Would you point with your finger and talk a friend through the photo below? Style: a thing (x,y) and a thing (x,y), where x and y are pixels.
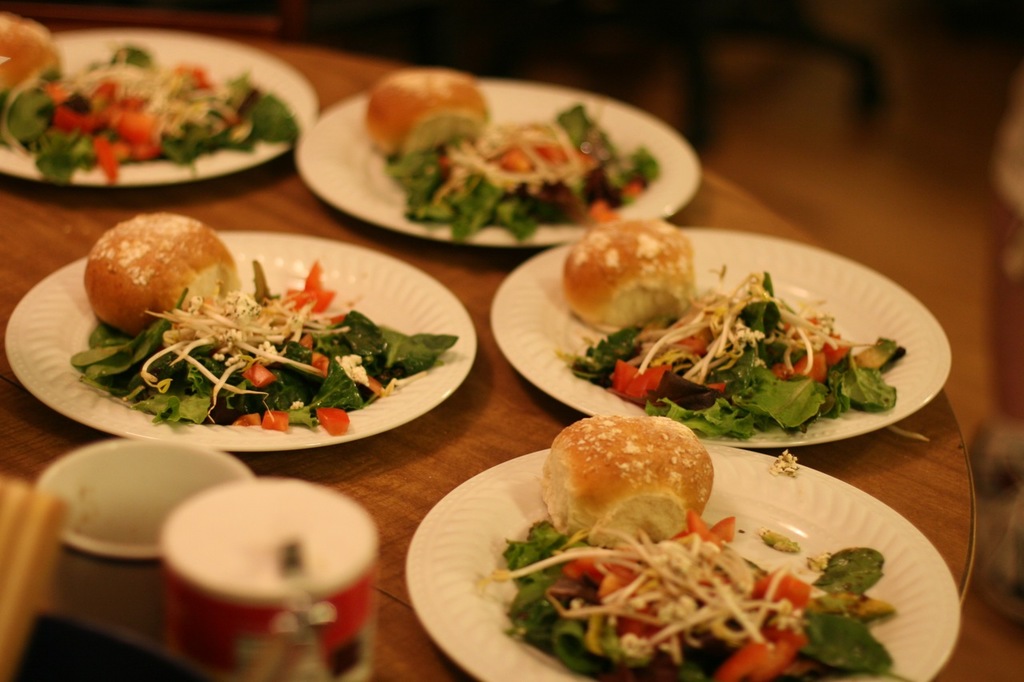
In this image there are buns (578,276) and salads (683,332) in a plates (560,327) which was placed on the table (448,439). We can also see a few other objects (253,580) on the table (383,546).
